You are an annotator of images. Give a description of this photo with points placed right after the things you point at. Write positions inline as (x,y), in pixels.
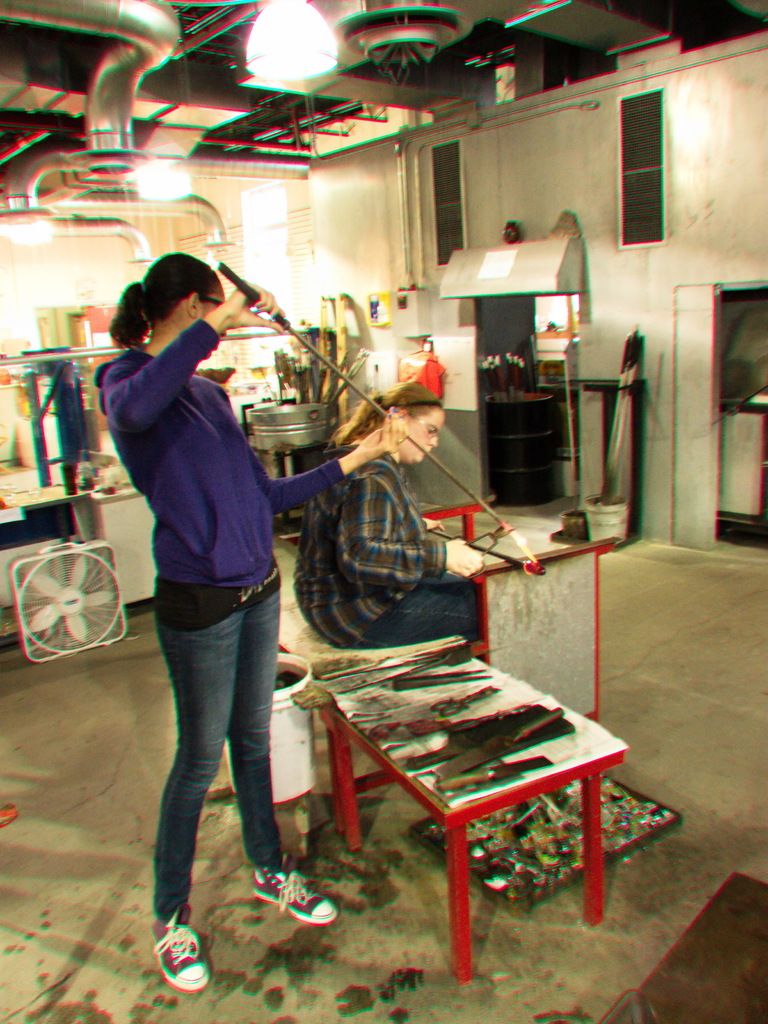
In this image there is a woman (147,480) standing by holding a stick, another woman (373,603) sitting in a chair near the table (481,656) and in table (450,787) there are knife (526,766), scissors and some tools (439,650) and in back ground (305,29) there is light (290,31), pipe (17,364), fan (96,639).
